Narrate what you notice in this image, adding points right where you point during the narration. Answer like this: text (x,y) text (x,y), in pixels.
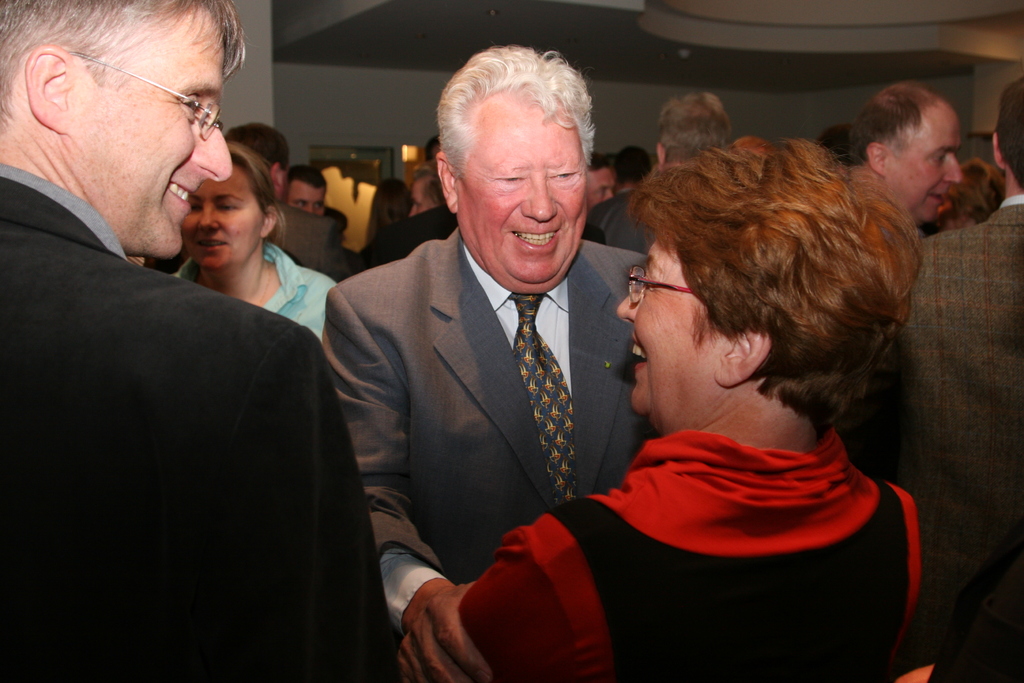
In the foreground of this picture (600,549), there is a woman (568,549) and two men (340,438) are standing and smiling. In the background (745,72), there is a crowd (230,237), wall (362,90), lights (356,205) and the ceiling (670,32).
